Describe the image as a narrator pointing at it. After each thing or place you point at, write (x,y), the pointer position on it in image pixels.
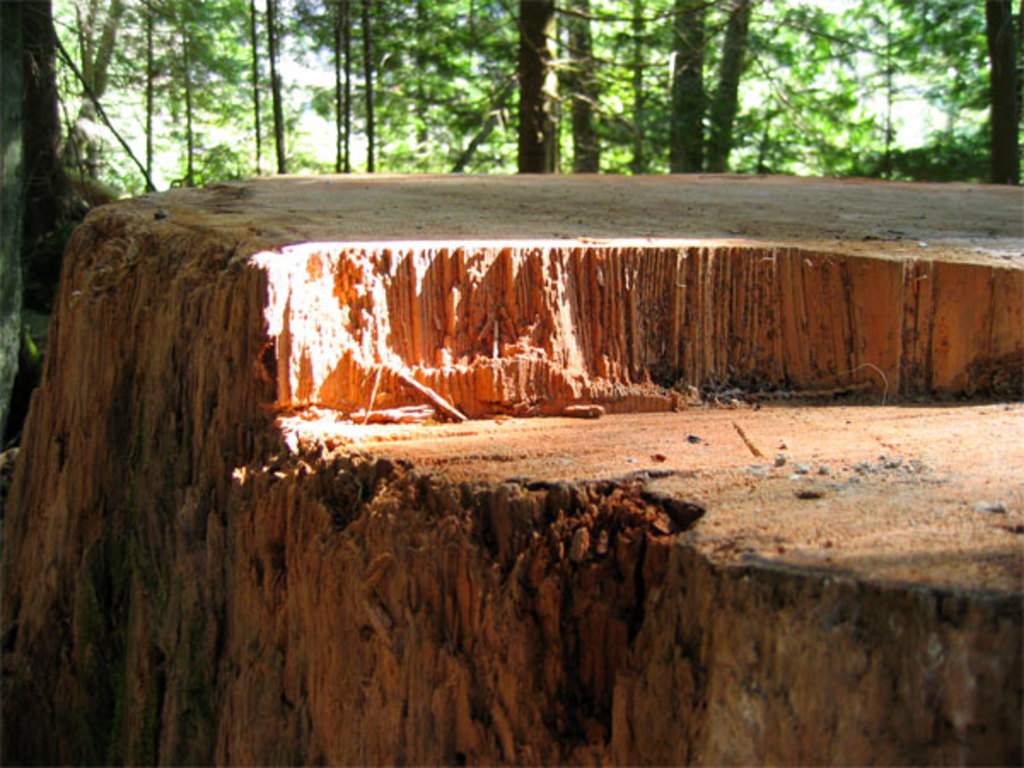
In this image we can see a wooden trunk (294,485). In the background (276,163) there are trees (372,119).
